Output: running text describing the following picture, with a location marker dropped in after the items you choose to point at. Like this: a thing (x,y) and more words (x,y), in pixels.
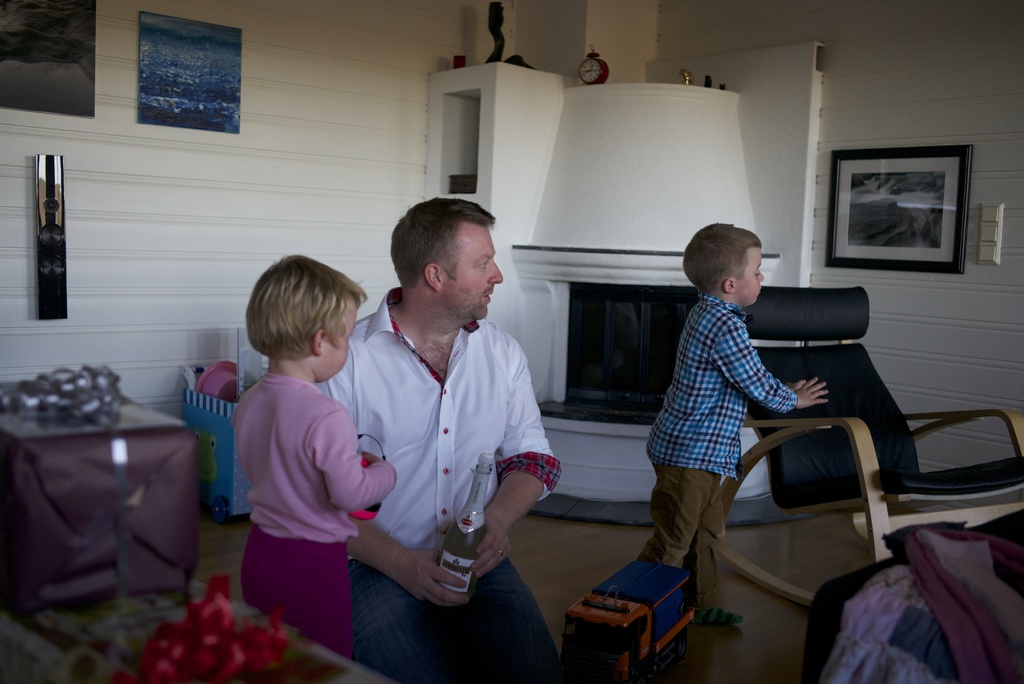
In this image i can see a man (465,428) sitting, i can see two other child (321,440) standing at right (849,383) there is a chair (849,383) at the back ground (410,164) there is a wall (365,160), a frame (207,87) attached to a wall (125,133).
